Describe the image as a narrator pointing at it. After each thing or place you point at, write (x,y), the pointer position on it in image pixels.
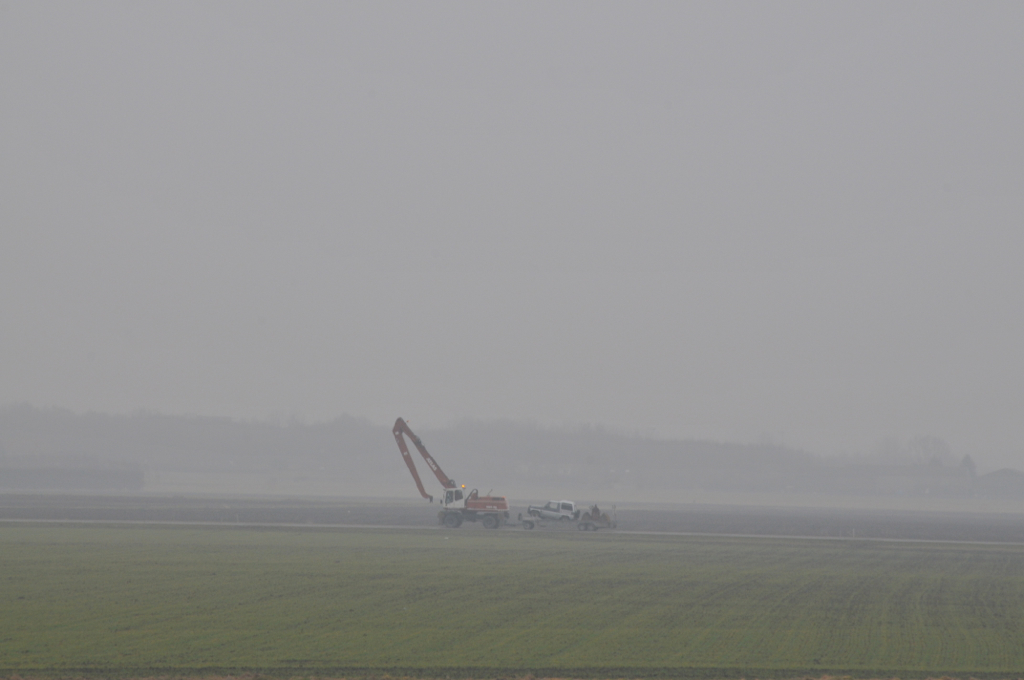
In this image in the front (507,551) there's grass (536,594) on the ground (468,596). In the center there are vehicles (488,524). In the background (476,465) there are trees (361,448) and the sky (418,240) is cloudy and there is smoke (247,487).
